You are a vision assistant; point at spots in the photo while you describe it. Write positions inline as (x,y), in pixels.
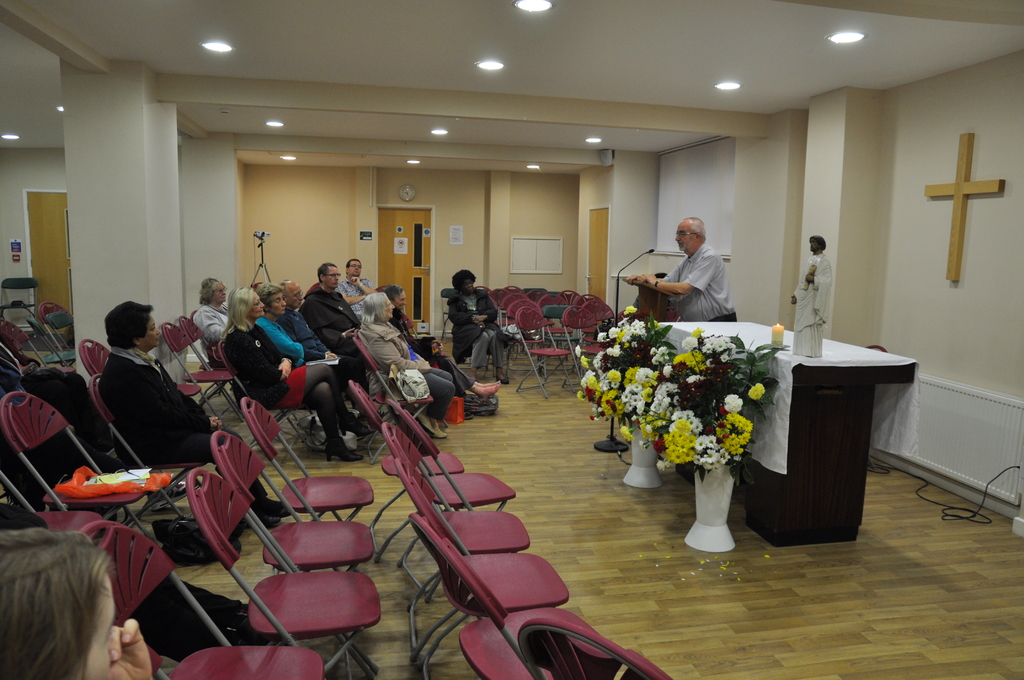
This is an inside view of a room (8,207). On the left side (118,390) few people (391,347) are sitting on the chairs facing towards the right side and there are few empty chairs (457,573). On the right side (726,318) a man (714,271) is standing and speaking on the mike (620,276). Beside him there is a table (788,357) which is covered with a white cloth (783,370). On the table (770,338) a sculpture of a person (810,300) and a candle (780,339) is placed. Beside the table (824,443) there are few flower vases (641,426). In the background (398,265) there are doors (394,255) to the wall (440,201). On the left side (147,227), I can see the pillars (176,201). At the top of the image (533,6) I can see the lights (498,67) to the roof (667,48).
